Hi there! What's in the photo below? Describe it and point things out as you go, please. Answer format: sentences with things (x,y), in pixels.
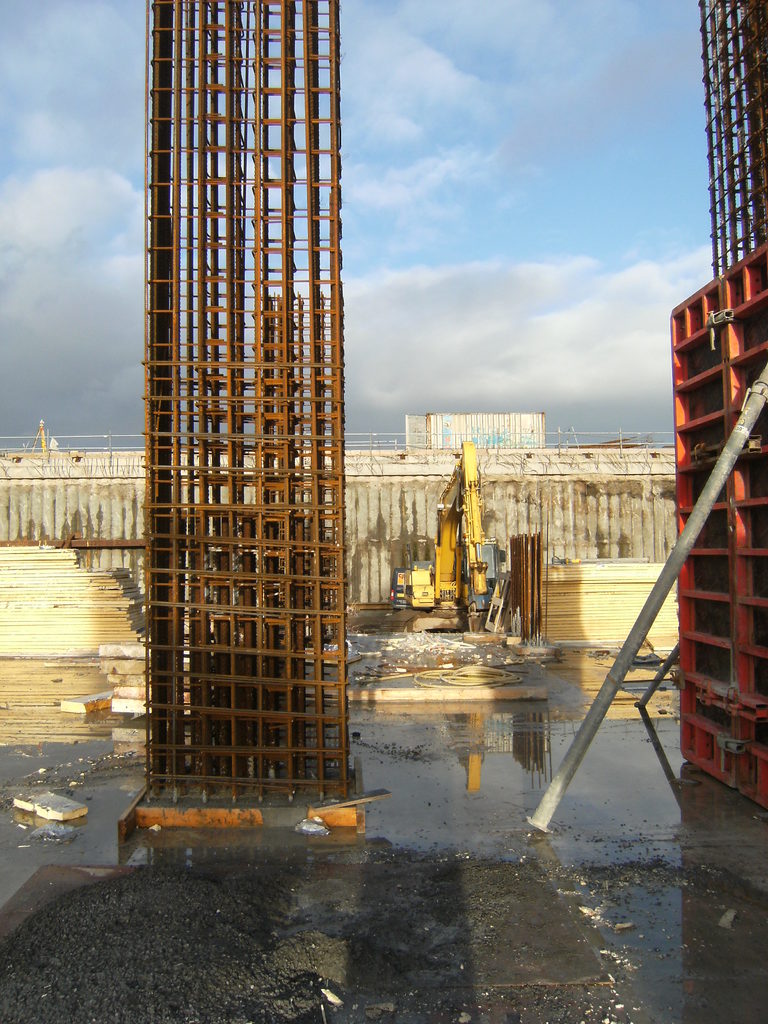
In this picture we can see a steel rods (231,669) placed in manner and below this we have watery land (482,774) and in the background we can see a wall (437,500) with crane (460,535), and here it is a pole (621,684), sky (550,194) with clouds (609,320) some truck (481,430).
